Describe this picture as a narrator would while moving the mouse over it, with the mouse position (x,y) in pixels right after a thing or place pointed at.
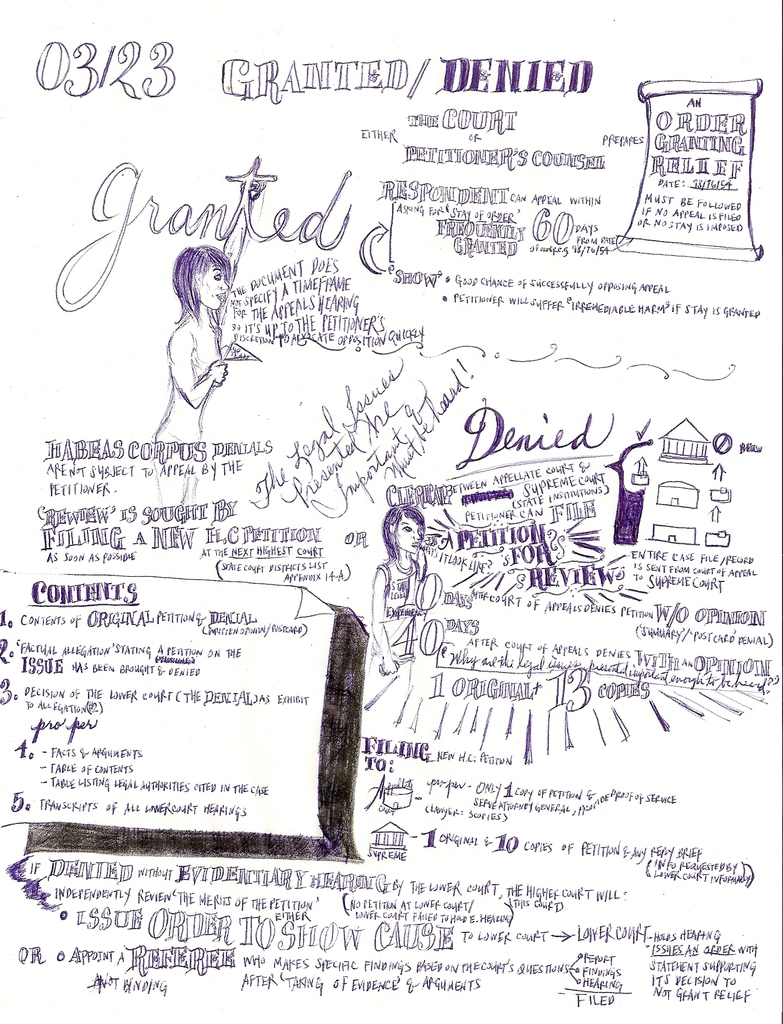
In this image I can see a paper (404,649) with some text (298,625) written on it.
